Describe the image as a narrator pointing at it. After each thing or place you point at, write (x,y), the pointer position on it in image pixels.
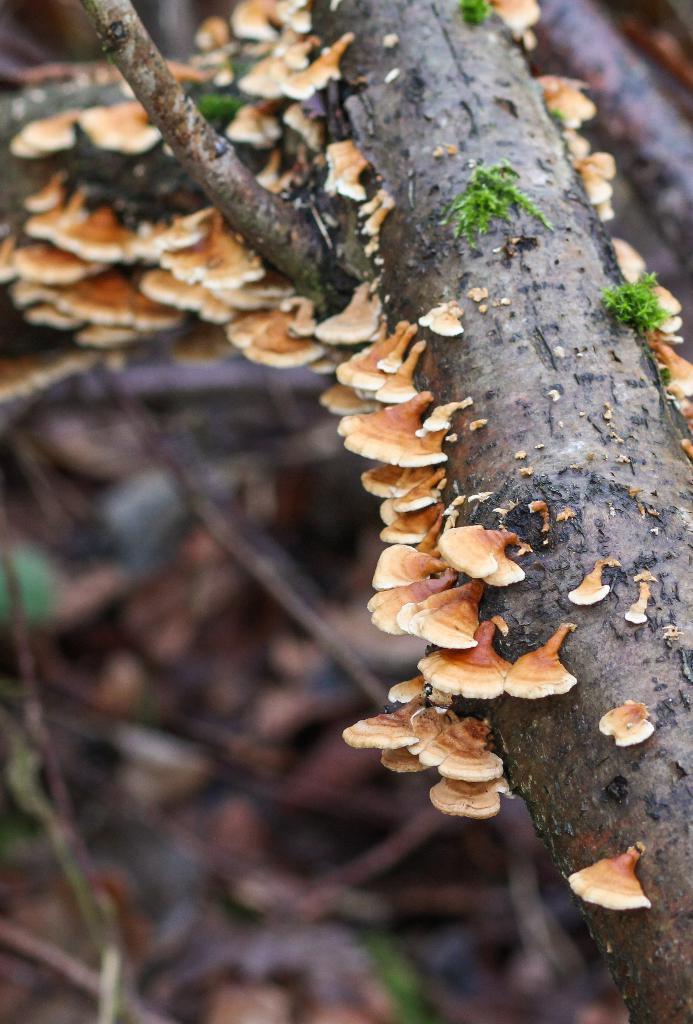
There are mushrooms (463,501) to this branch (459,343) of a tree (645,497).
